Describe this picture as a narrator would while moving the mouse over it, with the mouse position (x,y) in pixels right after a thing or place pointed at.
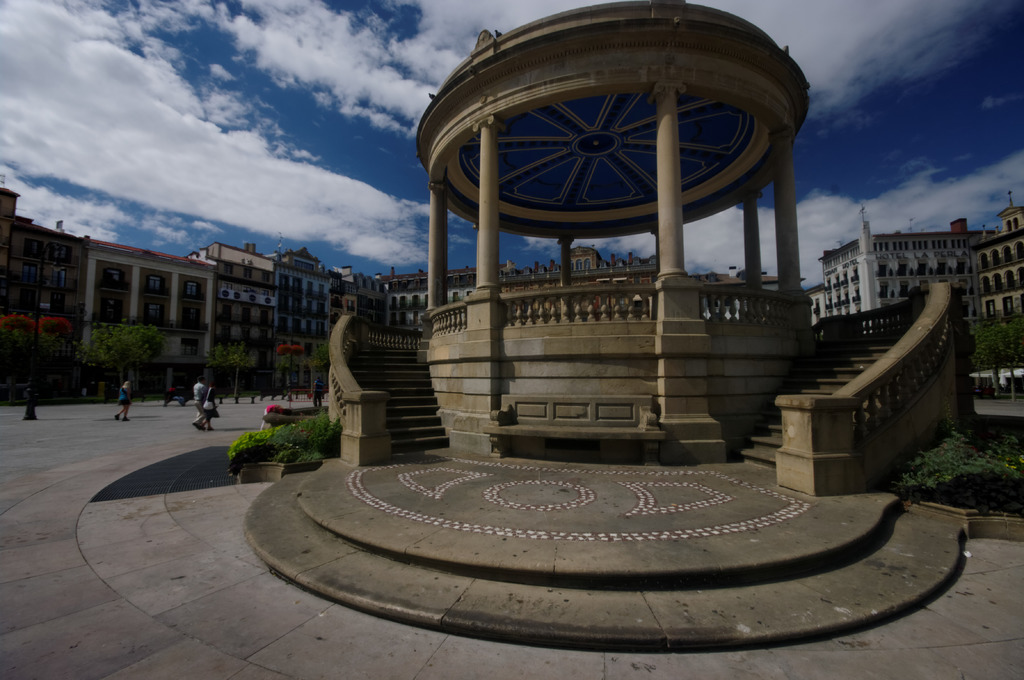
In the picture I can see steps (405,394), stone construction (665,461), people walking on the road (187,491) on the left side of the image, we can see trees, buildings (217,386) and the blue sky (220,132) with clouds (806,235) in the background (214,42).
